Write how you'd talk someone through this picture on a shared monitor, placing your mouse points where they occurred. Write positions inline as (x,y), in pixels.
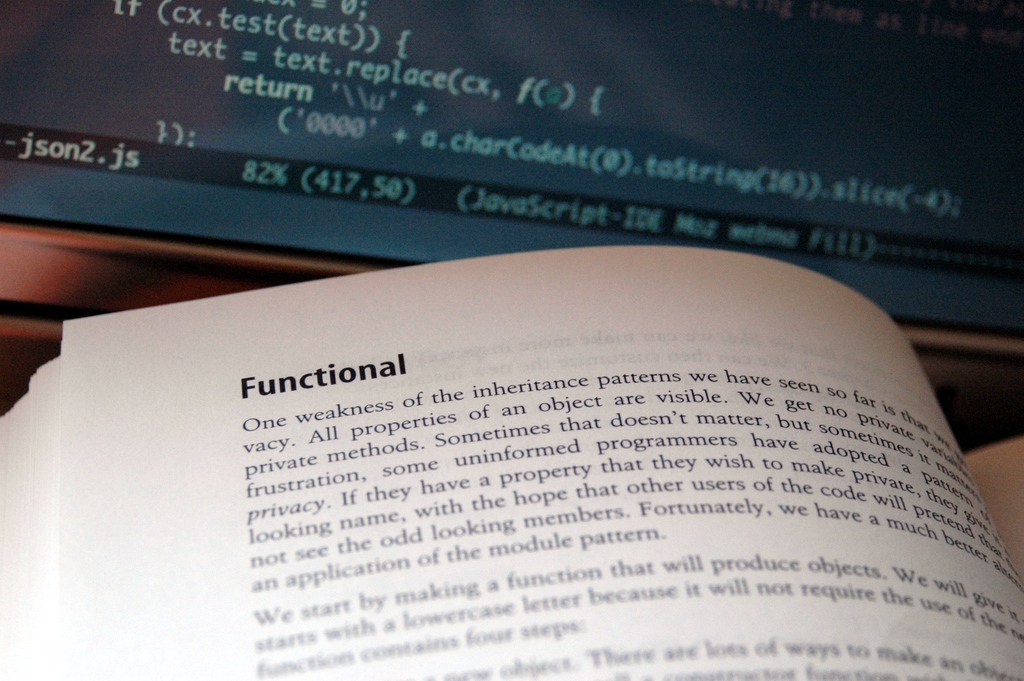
In this image we can see a book (729,437) opened and on the book (422,295) we can see some text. At the top (445,67) we can see a screen (404,197) on which we have some text (539,210).
